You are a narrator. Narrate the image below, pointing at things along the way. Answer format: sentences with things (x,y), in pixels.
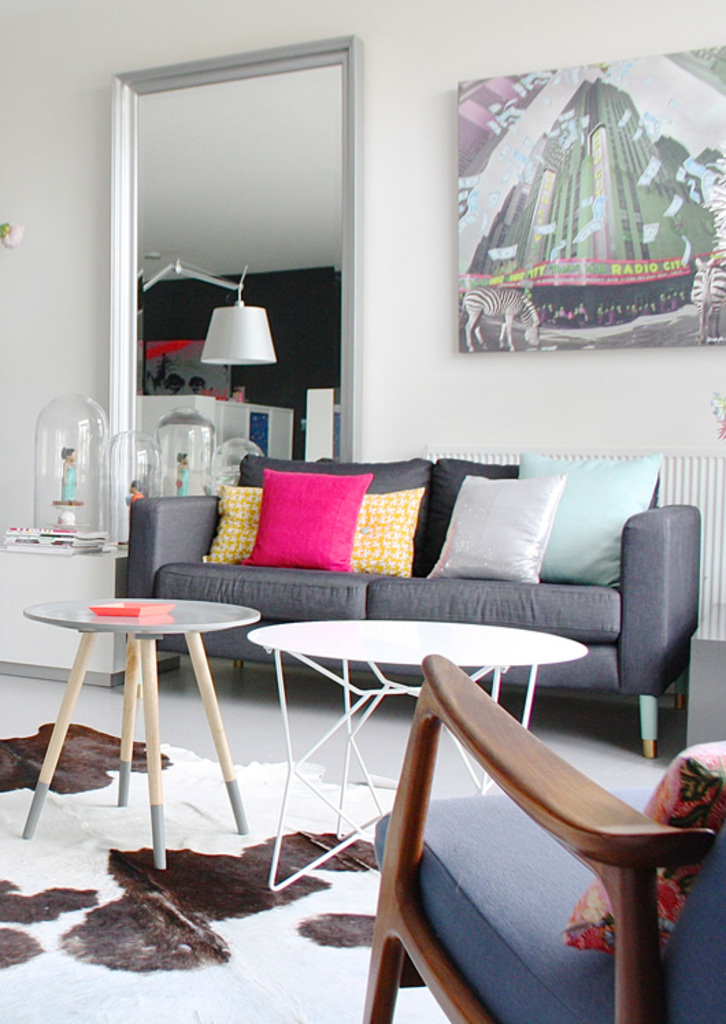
In this picture there is a grey sofa (419,584), a few pillows (283,532) on it. There is a chair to the right (636,905). A table (220,757) and an orange tray (127,612) on it. There is a white and brown carpet (196,896), a doll (66,497) inside bottle (55,471) is placed on the desk (75,568). There is a lamp (229,339), mirror (276,369) and a frame (648,313) on the wall (657,388).
